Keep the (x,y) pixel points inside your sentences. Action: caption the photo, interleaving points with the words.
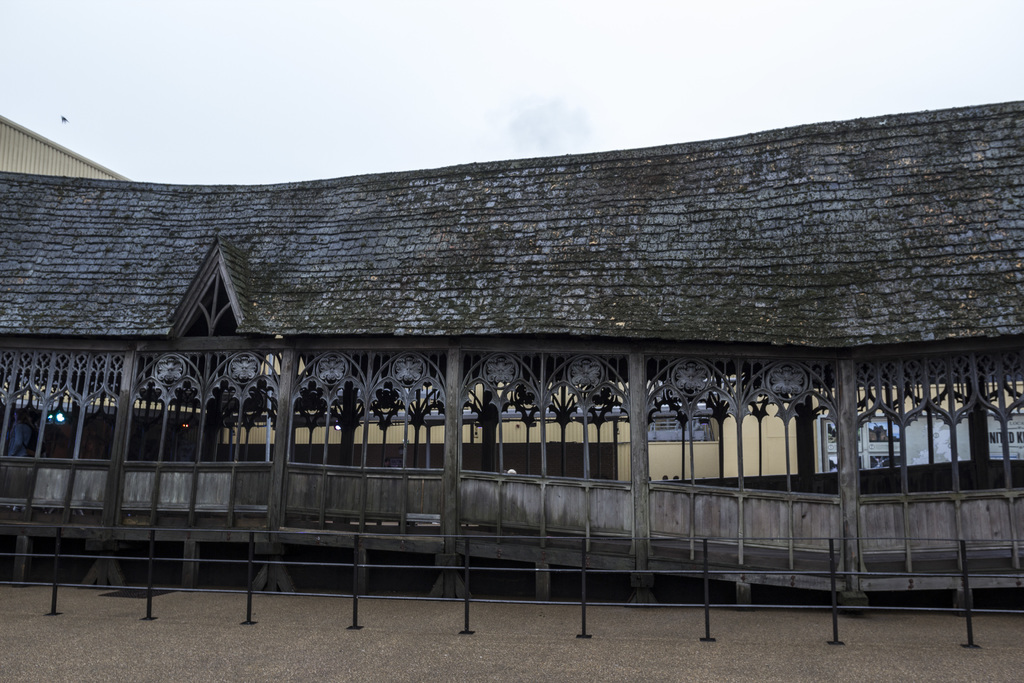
Here I can see a building (454,331). At the bottom of the image (203,645) I can see the floor (137,645) and the railing (159,554). At the top (265,57) I can see the sky (372,67).
